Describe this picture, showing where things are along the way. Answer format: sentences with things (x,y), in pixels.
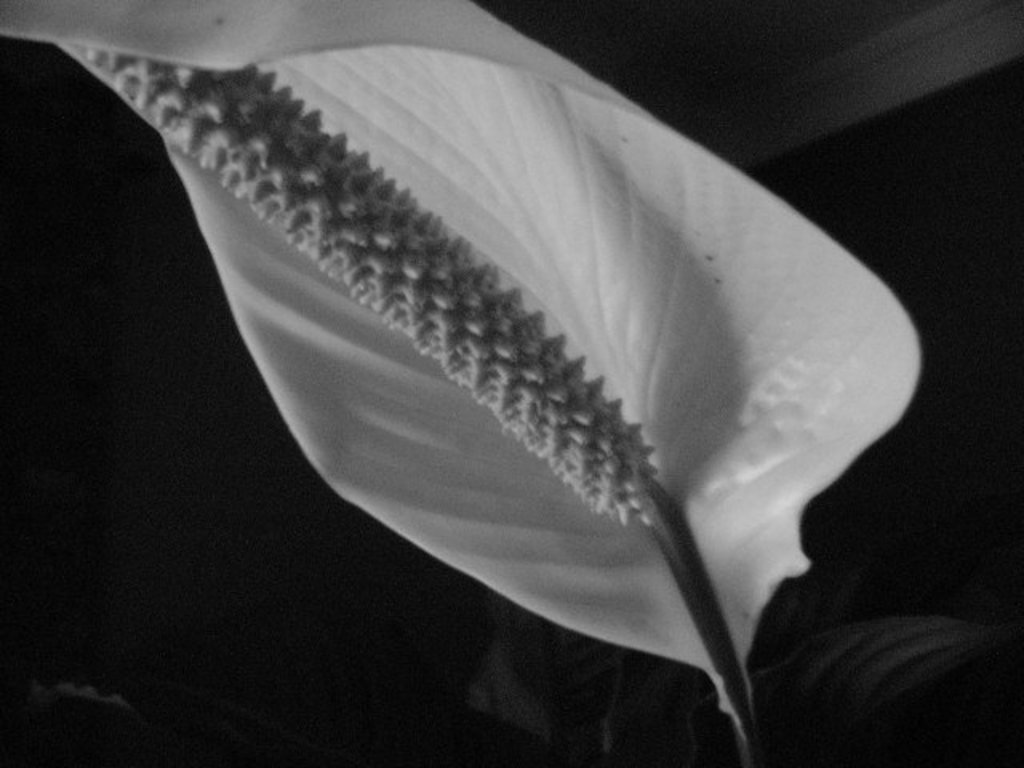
In the image in the center (375,497) we can see one leaf (607,272).
